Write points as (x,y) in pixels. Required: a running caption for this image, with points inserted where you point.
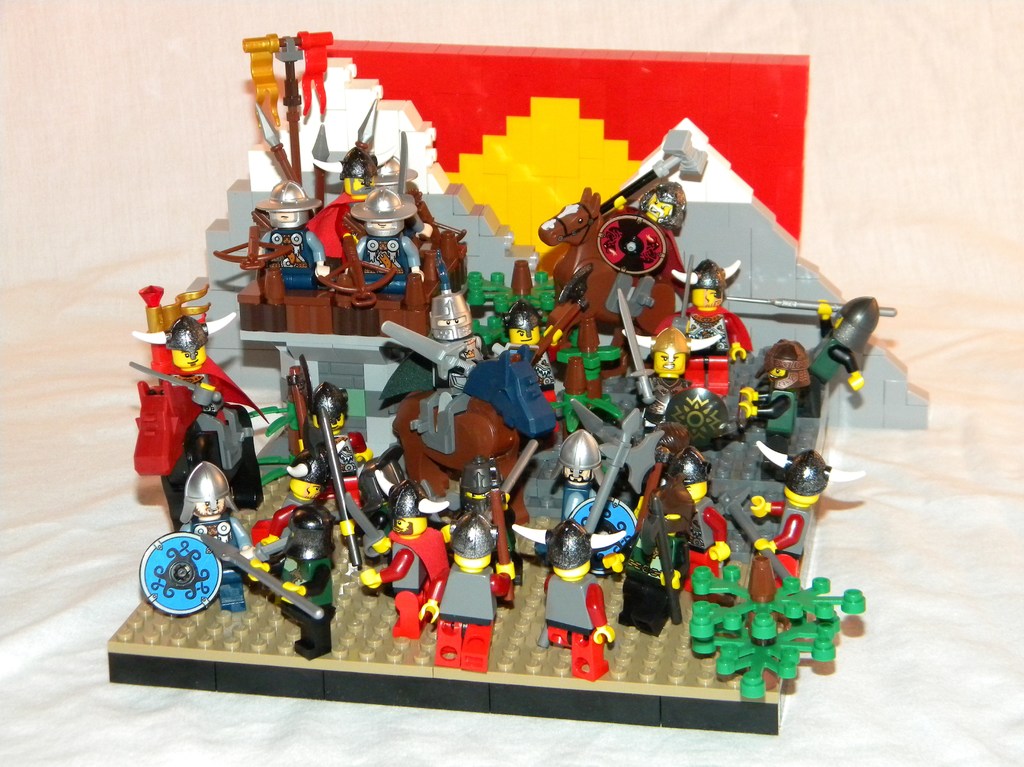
In this image there are toys (355,396) in the center (451,344).
